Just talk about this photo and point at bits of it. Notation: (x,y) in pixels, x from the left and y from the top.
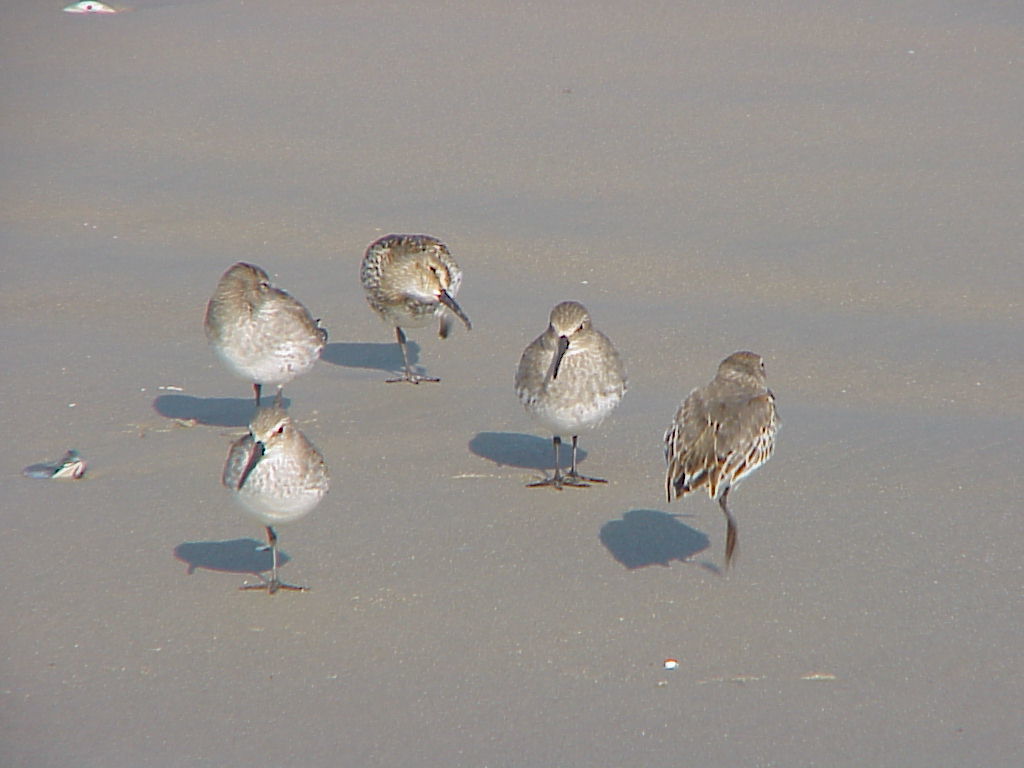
We can see birds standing on the surface (154,513).
